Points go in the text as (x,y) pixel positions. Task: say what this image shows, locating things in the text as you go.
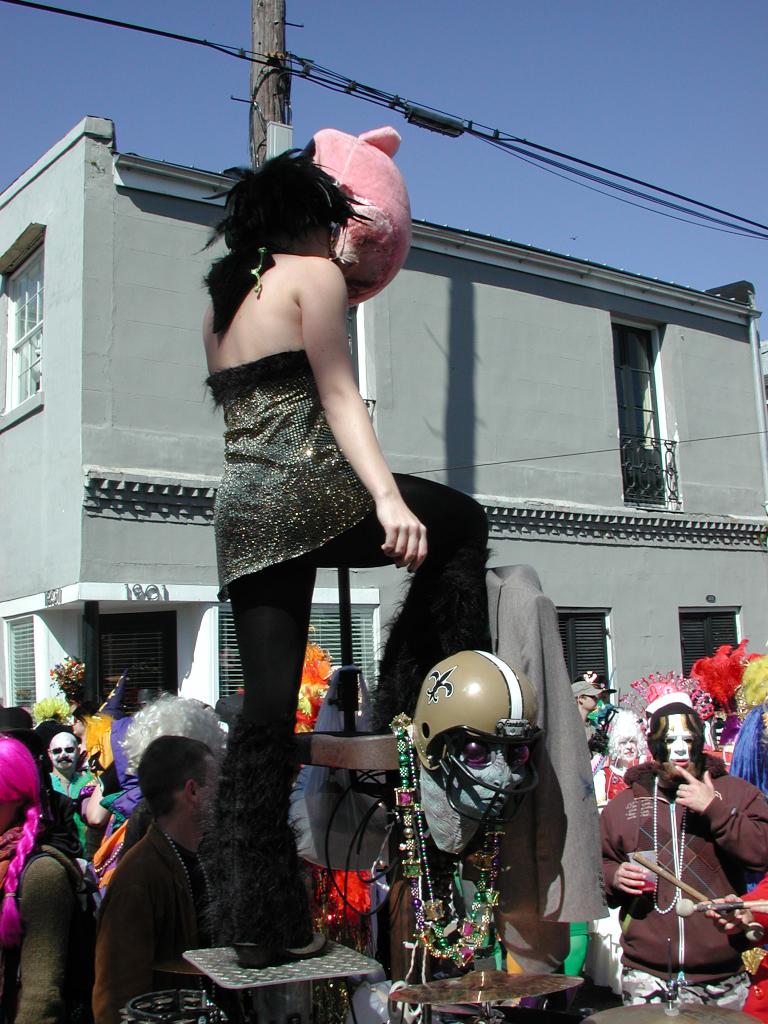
There is a lady (267,341) standing on something and wearing a mask (371,180). On the stand (387,752) there are some chains (415,791) and a helmet (491,707). There are many people (128,788) wearing mask (685,722). In the background (484,454) there is a building (176,487) with windows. There is a pole (260,72) with wires (280,69). And there is sky (529,125) in the background (529,125).
